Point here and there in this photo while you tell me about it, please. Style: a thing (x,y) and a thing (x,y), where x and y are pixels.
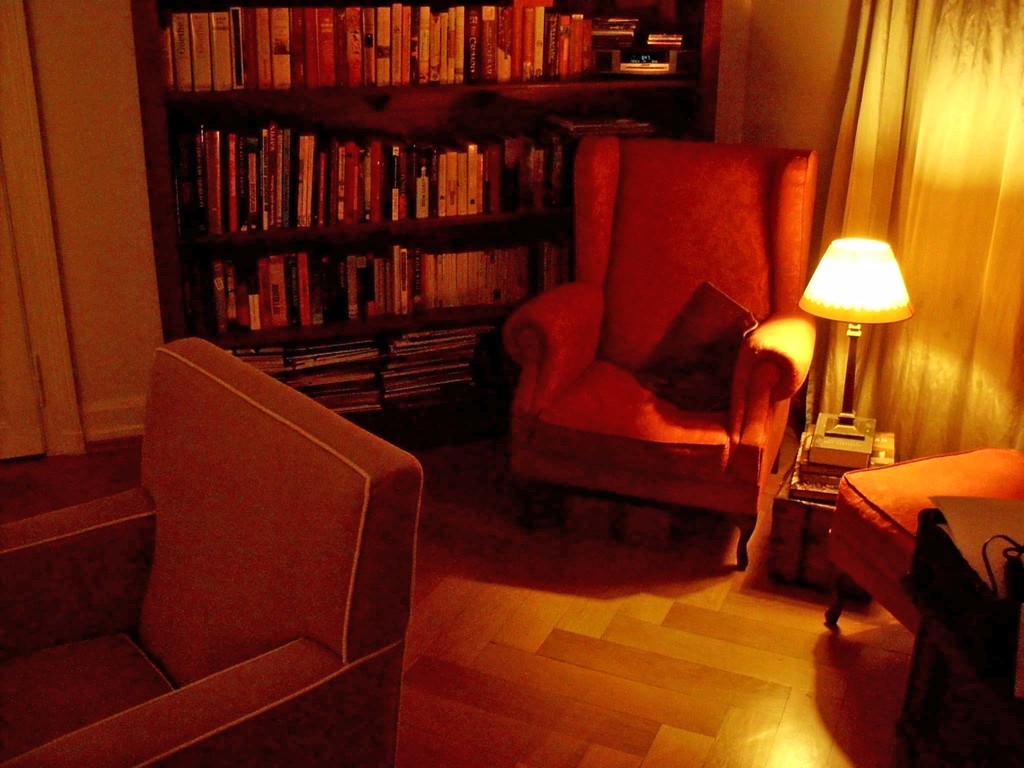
This image is clicked inside the room (256,368). In which we can see two sofas (399,528). On the right (859,334), there is a lamp (855,293) along with a curtain (900,379). At the bottom (608,654), there is a floor (588,759). On the left (282,191), there is a rack (164,206) in which there are many books (201,161) kept. And there is a wall (84,221).
